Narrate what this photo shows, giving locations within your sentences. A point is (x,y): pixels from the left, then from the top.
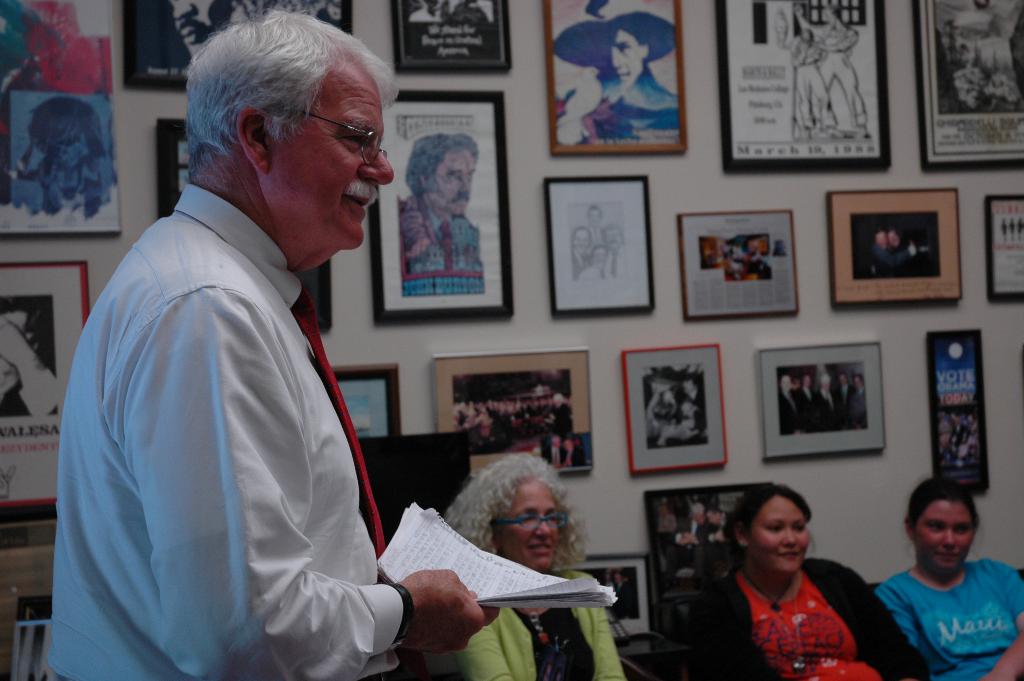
On the left side (150,375) there is a person (245,286) wearing specs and tie (308,330) is holding some papers (459,566). There are three ladies (710,643) sitting. In the background (506,324) there is a wall (541,314) with photo frames (612,224).
